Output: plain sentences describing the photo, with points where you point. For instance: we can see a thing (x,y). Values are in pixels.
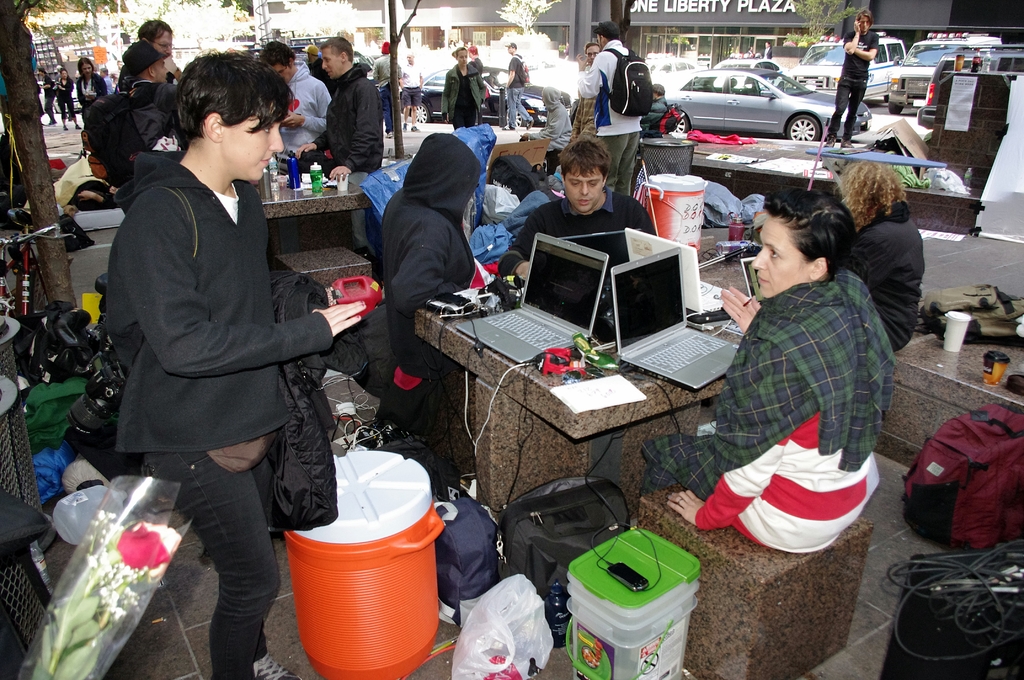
In this image we can see there are a few people (388,98) standing on the ground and a few people (740,520) sitting on the marble (665,490), in front of them, we can see the marble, on that there are laptops (549,331), paper (601,390) and few objects (520,282). At the bottom (544,572) there are bags (522,539), cover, boxes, cell phone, wires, bottles (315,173) and few objects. And we can see there are buildings (889,7), vehicles (835,76) and trees (824,19). At the left side (110,613) corner we can see the single flower bouquet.
